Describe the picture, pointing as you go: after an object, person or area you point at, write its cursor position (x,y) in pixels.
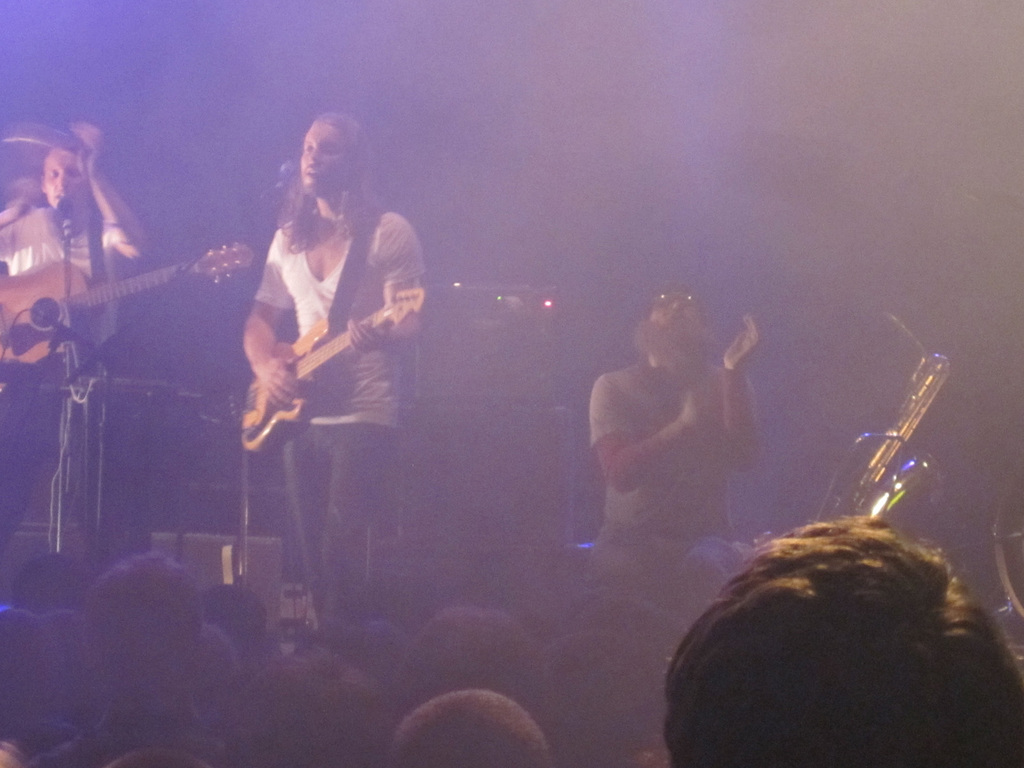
In the image we can there are group of people (97,605) listening to the persons (680,297) who are standing on the stage (232,325). The person (59,169) who is on the left (64,286) and in the middle (378,414) are holding guitar (32,314) in their hands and they both are singing.
